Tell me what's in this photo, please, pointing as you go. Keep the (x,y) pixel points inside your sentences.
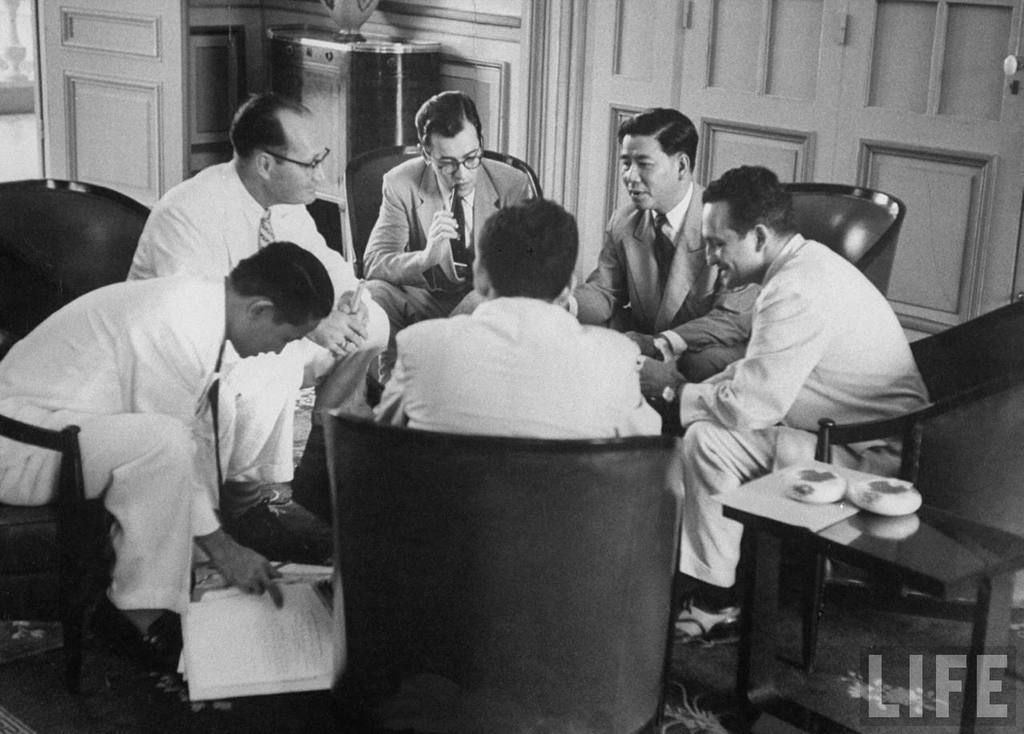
In this picture we can see man (421,162) sitting on chair (556,441) and talking to each other here person (196,529) holding papers (220,625) in his hand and in the background (148,82) we can see cupboards (395,55), door (883,42), vase (368,26), pots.
